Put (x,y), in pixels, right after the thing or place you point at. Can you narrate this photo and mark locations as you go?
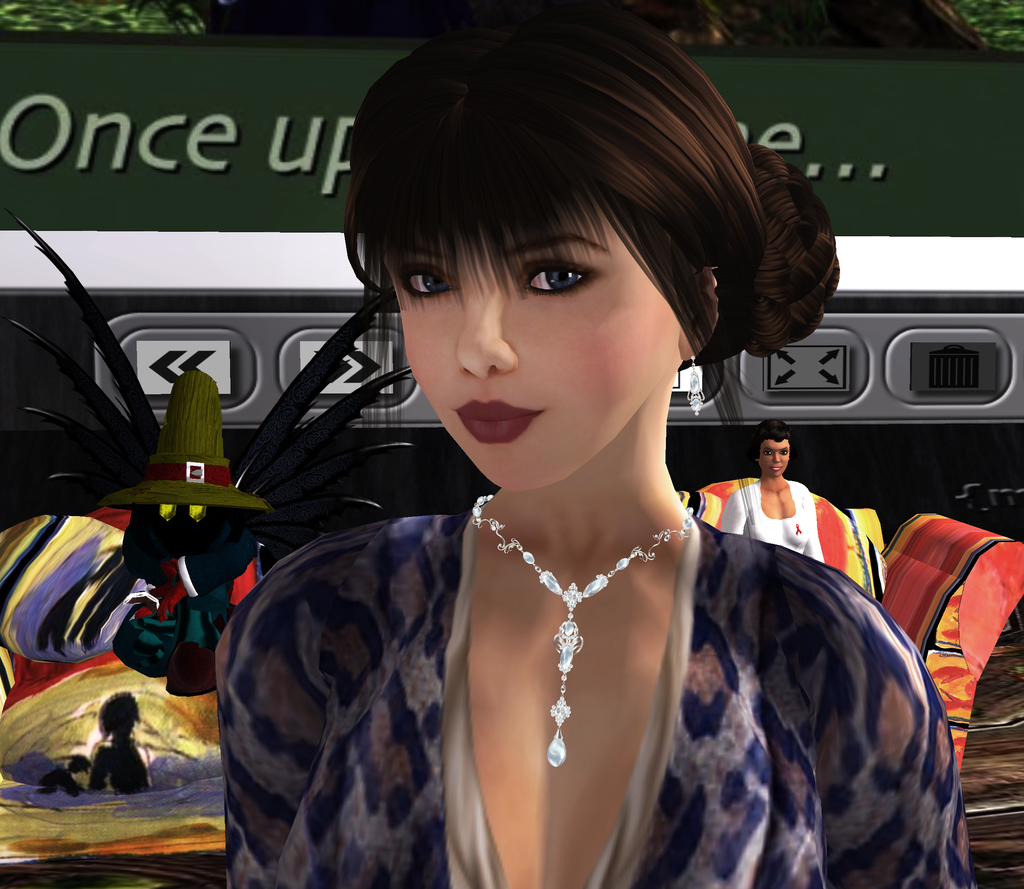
This is an animation. In this picture we can see a person (654,514). There is a woman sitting on the chair (911,528). We can see a few things (62,707) in the background (973,559).
